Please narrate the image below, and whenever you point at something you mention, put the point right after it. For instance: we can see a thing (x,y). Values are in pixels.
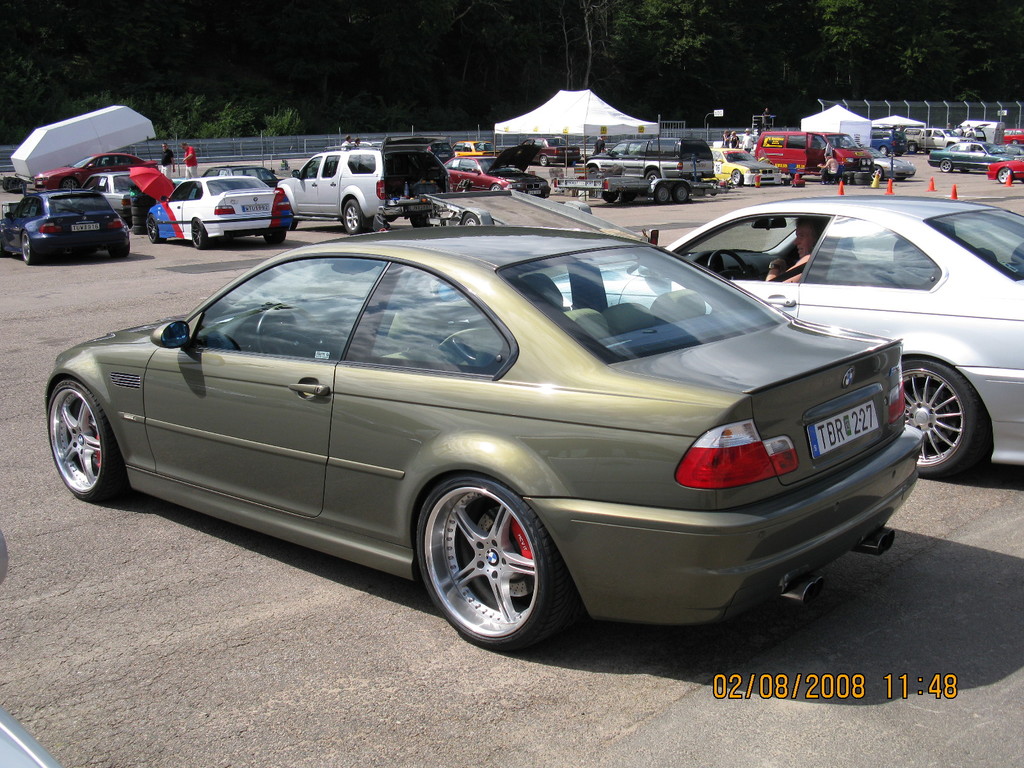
On the background of the picture (586,34) we can see trees (403,47). This is a tent (575,114) in white colour. This is a road (933,510). here we can see vehicles (461,151). These are the traffic cones (932,184). This is a fence (928,119).
